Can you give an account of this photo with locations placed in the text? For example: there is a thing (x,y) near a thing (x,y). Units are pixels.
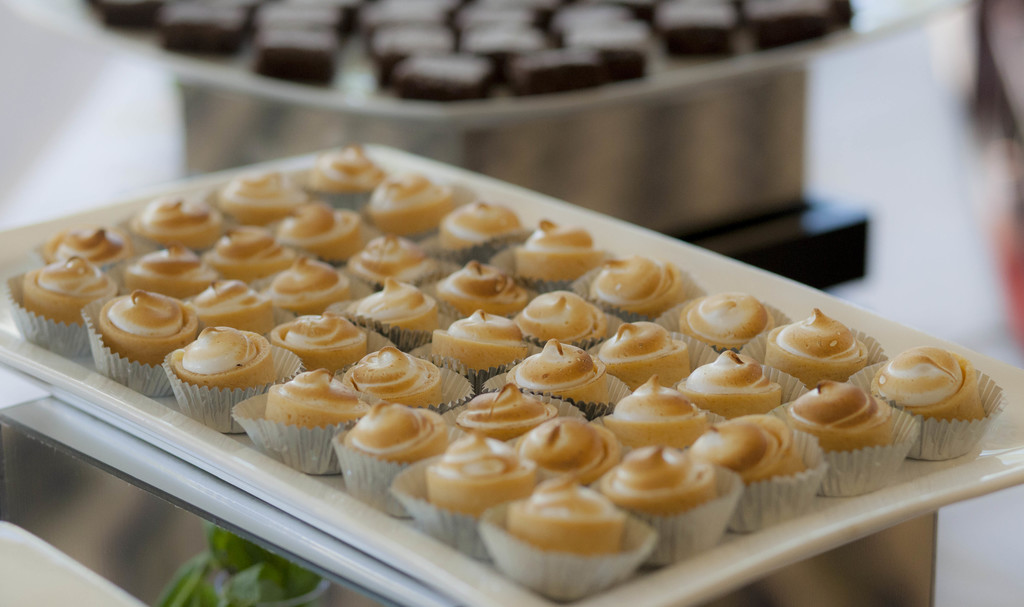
In the image there are some food items (324,288) kept in cupcake molds (294,438) and placed on a table (51,177), all of them are of same category.
